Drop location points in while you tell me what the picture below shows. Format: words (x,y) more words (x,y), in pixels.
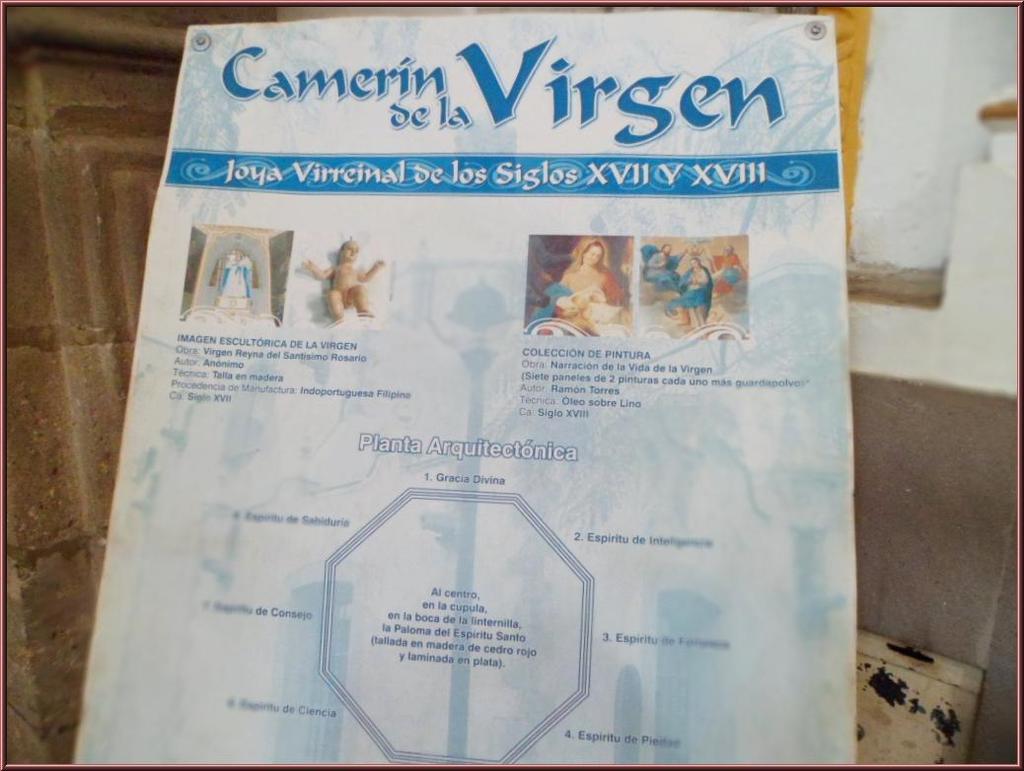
There is a poster (528,317) in the middle of this image (513,336) and there is a wall (121,221) in the background (872,453).
